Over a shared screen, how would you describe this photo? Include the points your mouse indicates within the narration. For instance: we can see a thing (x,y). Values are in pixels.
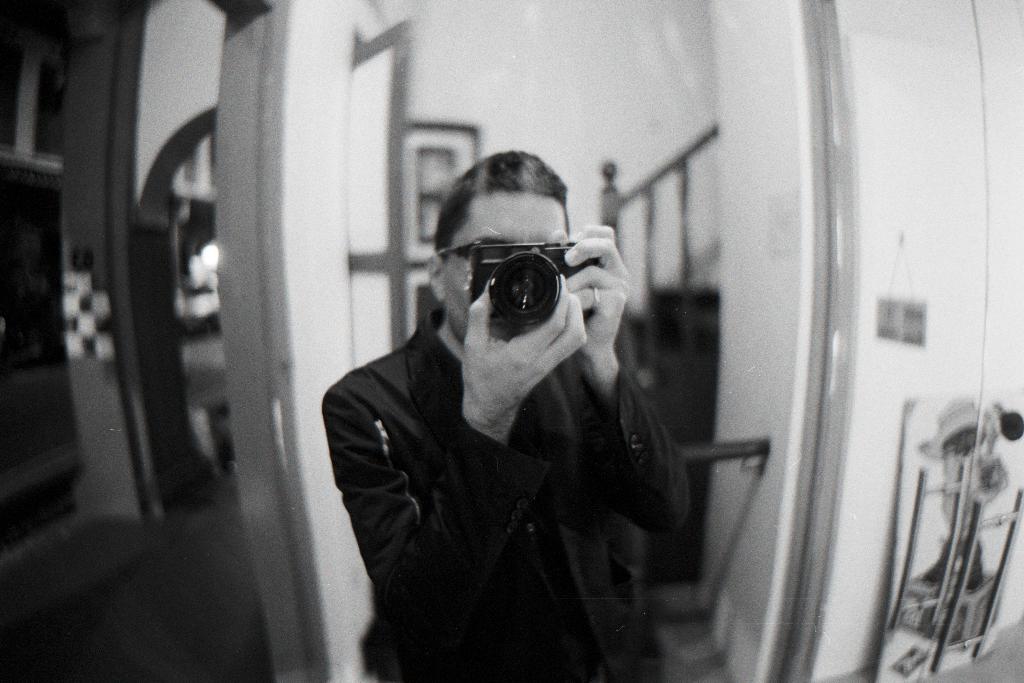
This is a black and white picture. Here we can see a person (552,320) who is holding a camera (535,278) with his hands (552,333). In the background (742,261) there is a wall (885,48) and this is staircase (680,286). Here we can see a door (397,213) and these are the frames (414,211). And this is pillar (92,202).
